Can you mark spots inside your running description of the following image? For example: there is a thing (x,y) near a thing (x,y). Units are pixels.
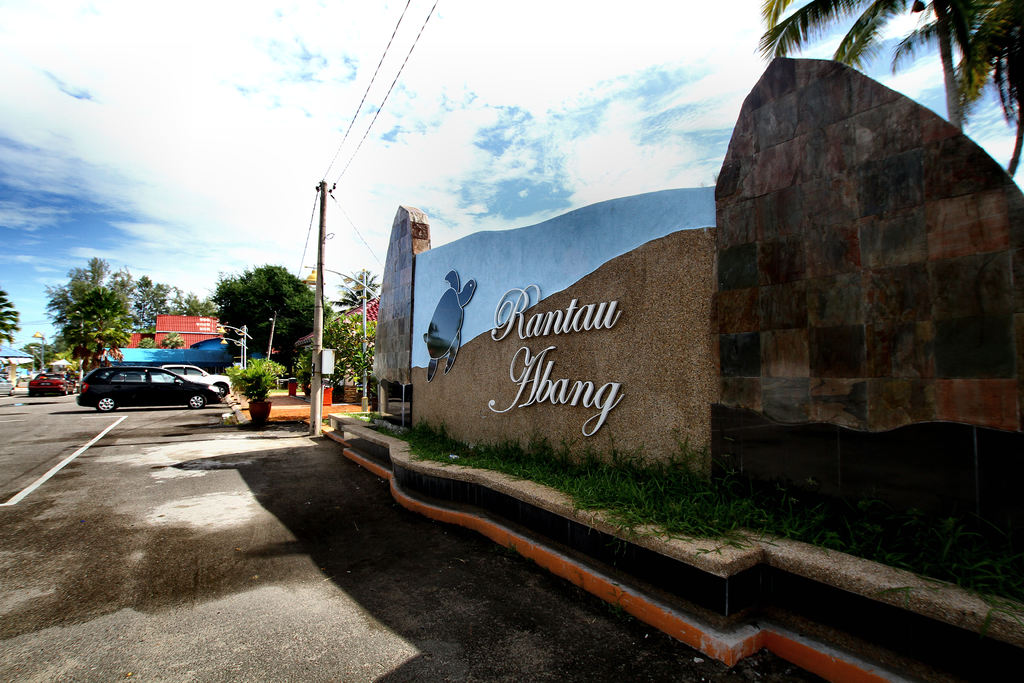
In the image we can see there are many vehicles (192,382) on the road (141,429). Here we can see the wall (566,361), on the wall (537,341) there is a text (574,318) and a symbol (459,334). Here we can see grass (587,497), electric pole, electric wires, trees (272,304) and the cloudy sky (302,122).
